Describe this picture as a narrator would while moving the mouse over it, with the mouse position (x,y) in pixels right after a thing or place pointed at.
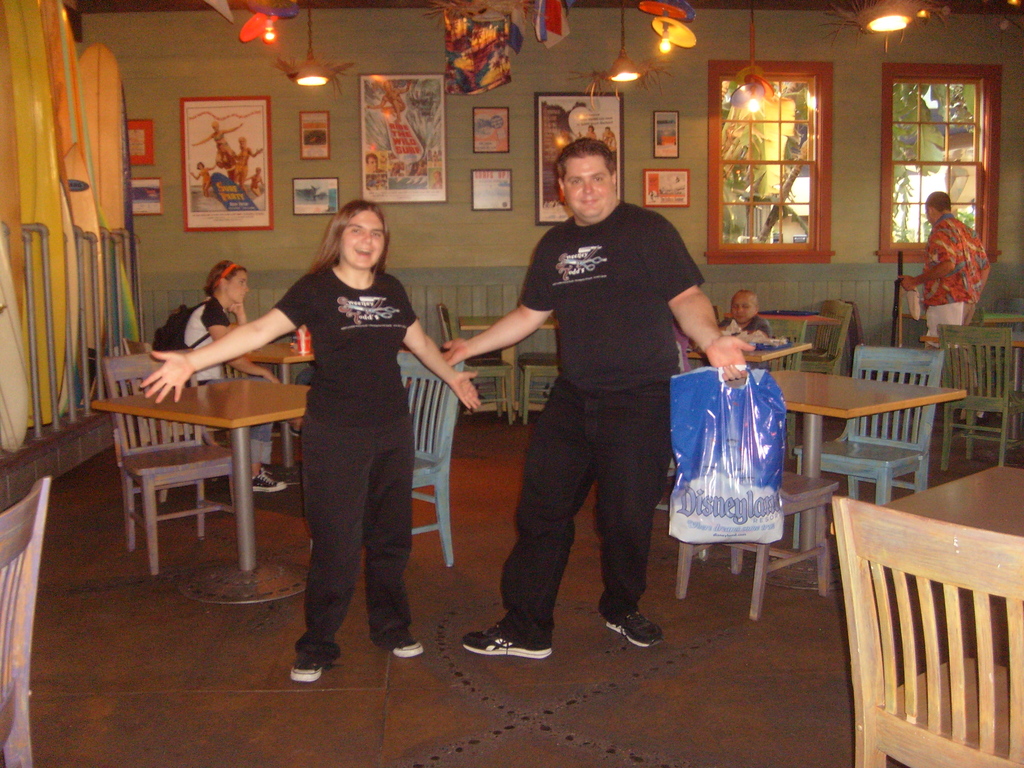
This picture shows a man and woman (353,208) standing in the front (353,208). a man (728,348) holding a bag (753,381) and we see few chairs (880,367) and tables (899,390) and we see few people (737,302) seated on the chairs (818,337) and a man (907,278) standing at a window (923,230) and we see photo frames (427,87) hanging on the wall (189,49).
